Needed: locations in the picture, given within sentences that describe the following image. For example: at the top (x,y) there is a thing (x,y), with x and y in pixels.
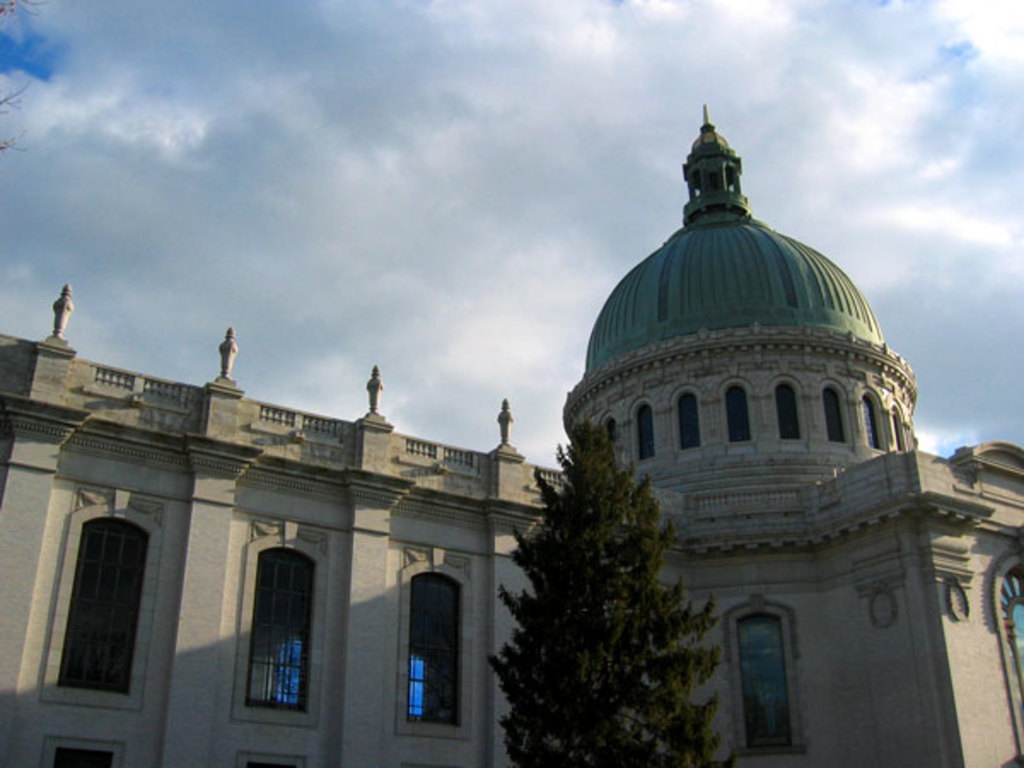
In the picture we can see a part of the palace building (502,766) with glass windows (457,671) and near it, we can see the tree (578,729) and behind the building (607,390) we can see the sky (455,318) with clouds (828,144).
